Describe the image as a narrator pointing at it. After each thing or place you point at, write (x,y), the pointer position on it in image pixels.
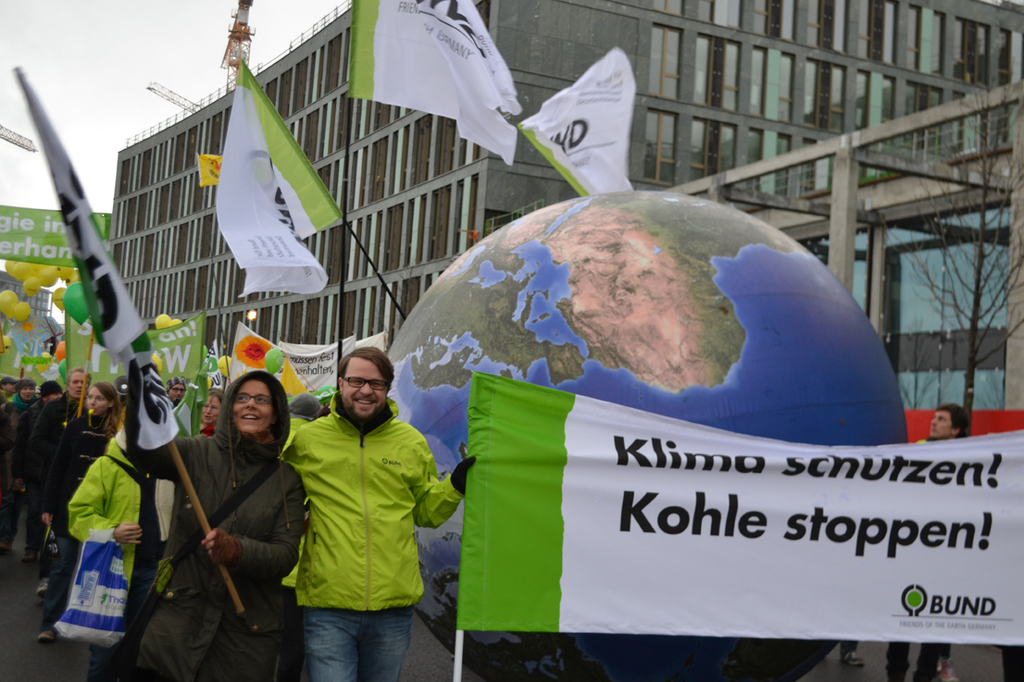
In this picture there is a man (377,394) who is wearing spectacle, green jacket (339,578), gloves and jeans (331,663). He is holding a banner (532,496). Besides him there is a woman (174,655) who is wearing spectacle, hoodie (253,531), gloves (234,554) and trouser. She is holding a flag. Behind them there is a globe (500,331) which is made from cotton paper (443,376). In the back (10,387) I can see many peoples (89,521) were standing on the road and holding the flags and balloons (87,317). In the background (925,18) I can see the building (198,229). On the right (1008,289) there is a tree (986,243). Beside that I can see the red cloth (1008,427). In the top left (158,33) I can see the sky (102,10) and clouds (92,6). At the top of the building (193,150) I can see the fencing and lifting crane (231,30).
